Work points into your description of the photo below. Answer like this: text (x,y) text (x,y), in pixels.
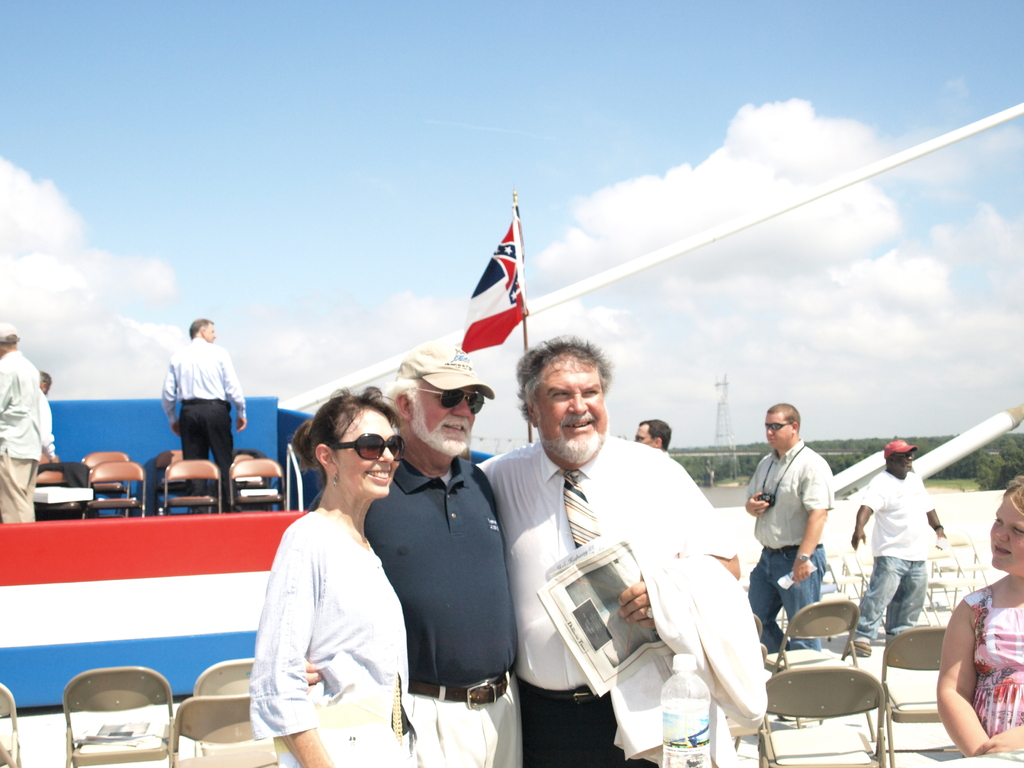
In this image we can see many people (227,490). There is a flag (483,321) in the image. There is a blue and a slightly cloudy sky (429,302) in the image. There are many chairs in the image. A person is holding an object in his hand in the image.
